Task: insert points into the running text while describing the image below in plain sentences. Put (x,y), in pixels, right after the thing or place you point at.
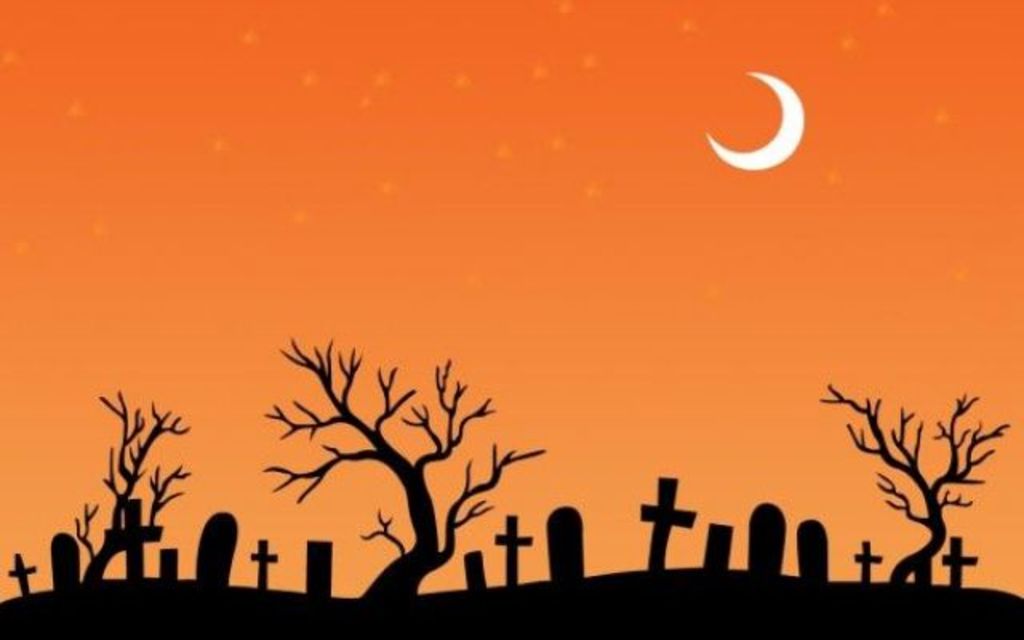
This is the picture of a poster (590,581) where we can see some trees (420,491) and gravestones (960,569). In the background (867,261), we can see the sky (392,186), which is in orange color and the moon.
